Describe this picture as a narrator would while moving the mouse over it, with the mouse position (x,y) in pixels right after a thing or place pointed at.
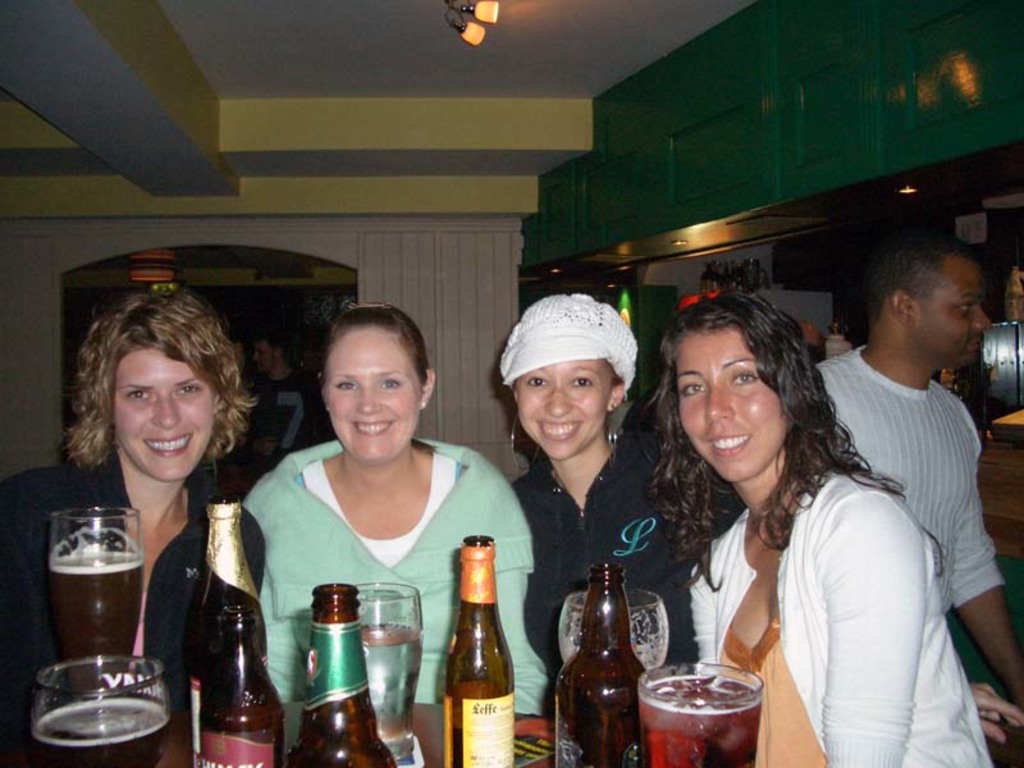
In this picture we can see four persons (450,487) standing on the floor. They are smiling. This is table (173,759). On the table (185,748) there are glasses (141,729), and bottles (608,699). Here we can see a man (990,593). On the background (442,257) there is a wall (437,233) and this is light (468,34).
